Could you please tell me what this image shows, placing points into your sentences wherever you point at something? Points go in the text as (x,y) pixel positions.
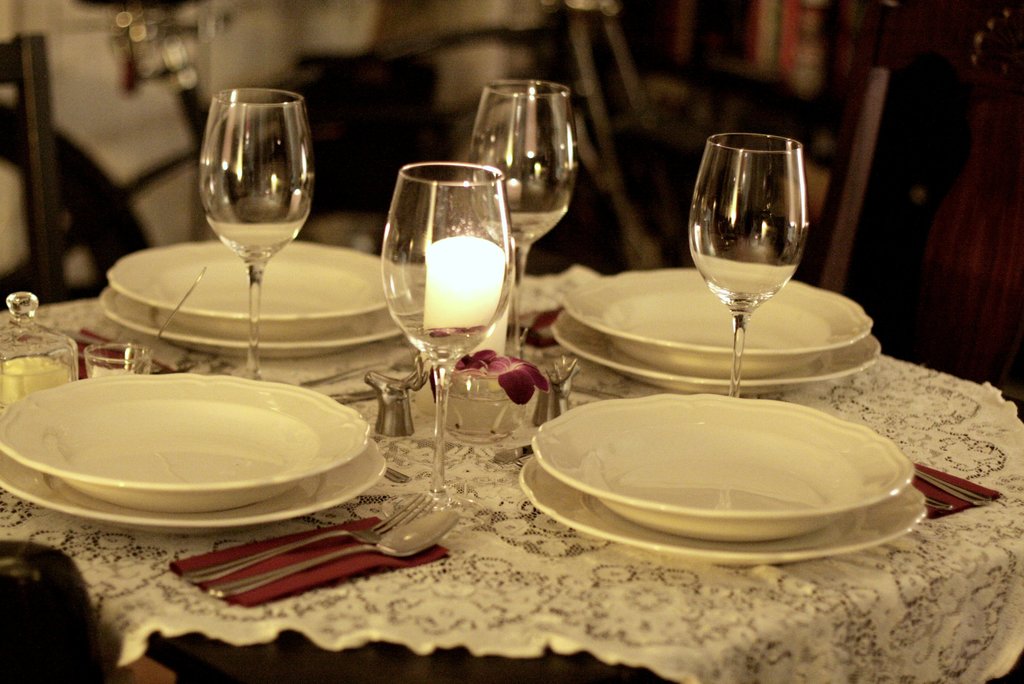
This image is taken indoors. At the bottom of the image (364,628) there is a table (367,642) with a tablecloth (453,596), napkins (287,580), spoons (216,594), forks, glasses (501,292), a candle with a candle holder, bowls (243,270) and plates (706,558) on it. In this image the background (179,46) is a little blurred.
